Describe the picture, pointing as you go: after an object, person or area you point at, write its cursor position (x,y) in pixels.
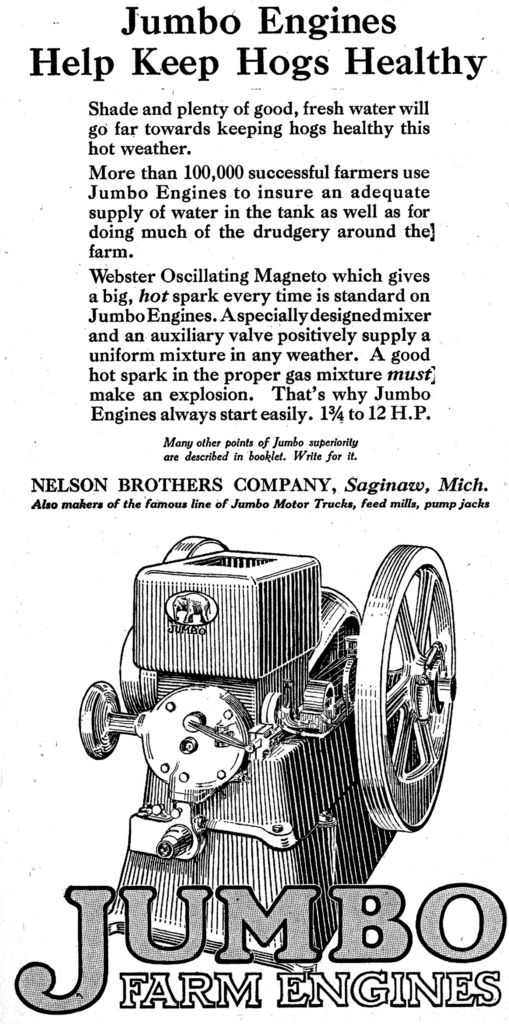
This is a poster. In this poster we can see a machine (310,571) and some text (207,389).
